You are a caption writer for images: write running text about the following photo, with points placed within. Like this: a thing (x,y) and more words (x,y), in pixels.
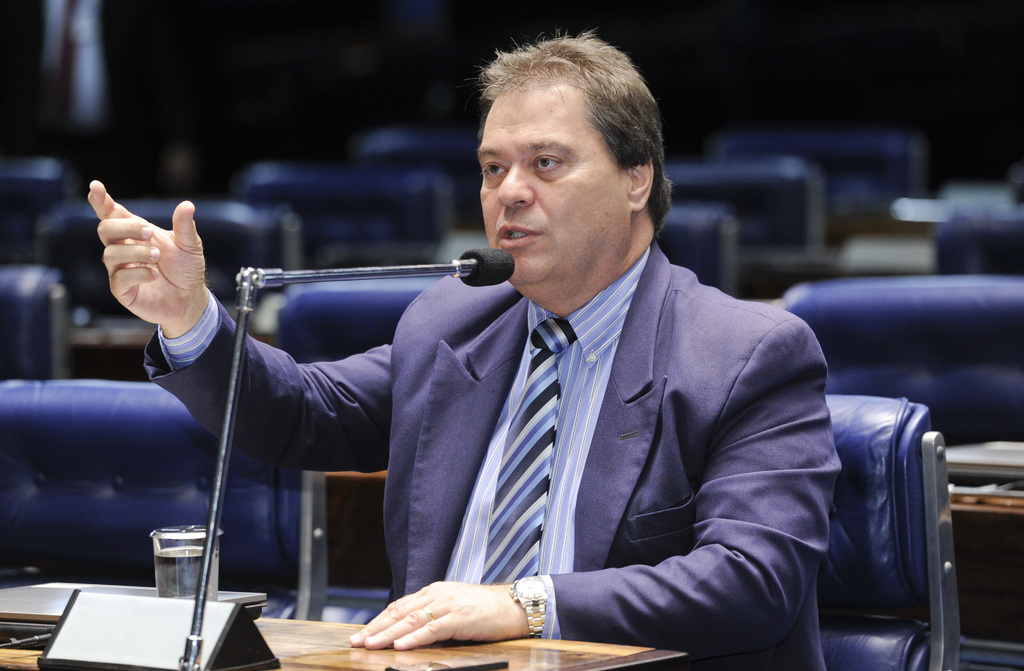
In this picture we can see a man (529,65) with grey hair (507,87) who is wearing a blue color jacket (693,439) and a watch (533,594) on his left hand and sitting on the chair (918,451) in front of the desk (482,652) which has a mike (218,473) and a glass (197,557).
